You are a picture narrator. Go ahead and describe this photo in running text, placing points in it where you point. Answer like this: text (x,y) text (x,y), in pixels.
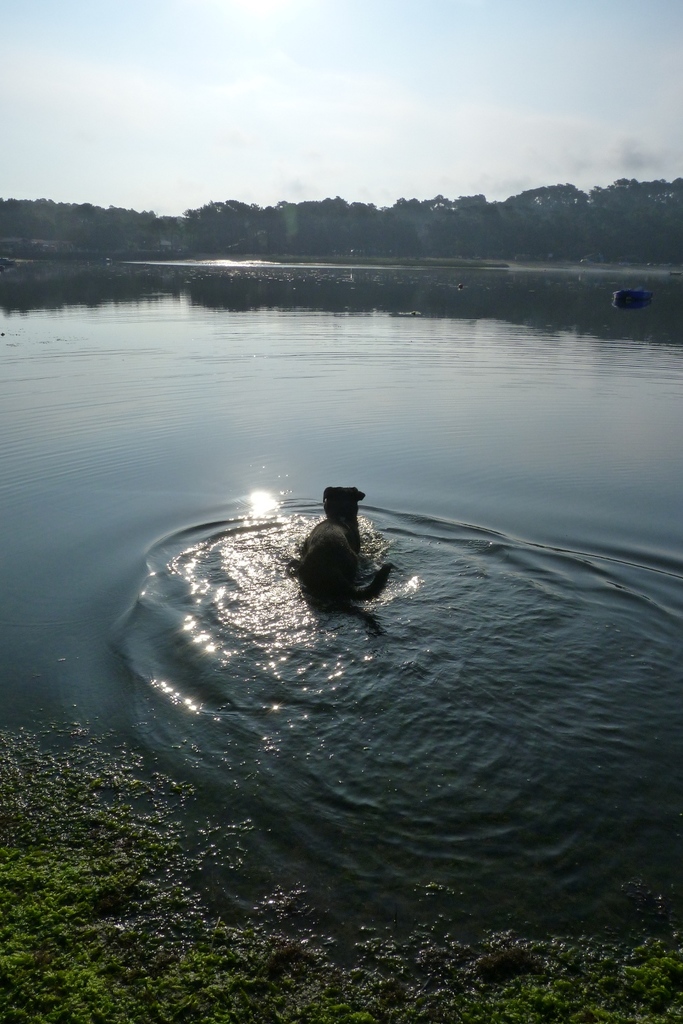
In the image we can see there is an animal (322,549) in the water (368,551), this is a grass (119,937), water (357,340), trees (388,253) and a sky (330,129).
